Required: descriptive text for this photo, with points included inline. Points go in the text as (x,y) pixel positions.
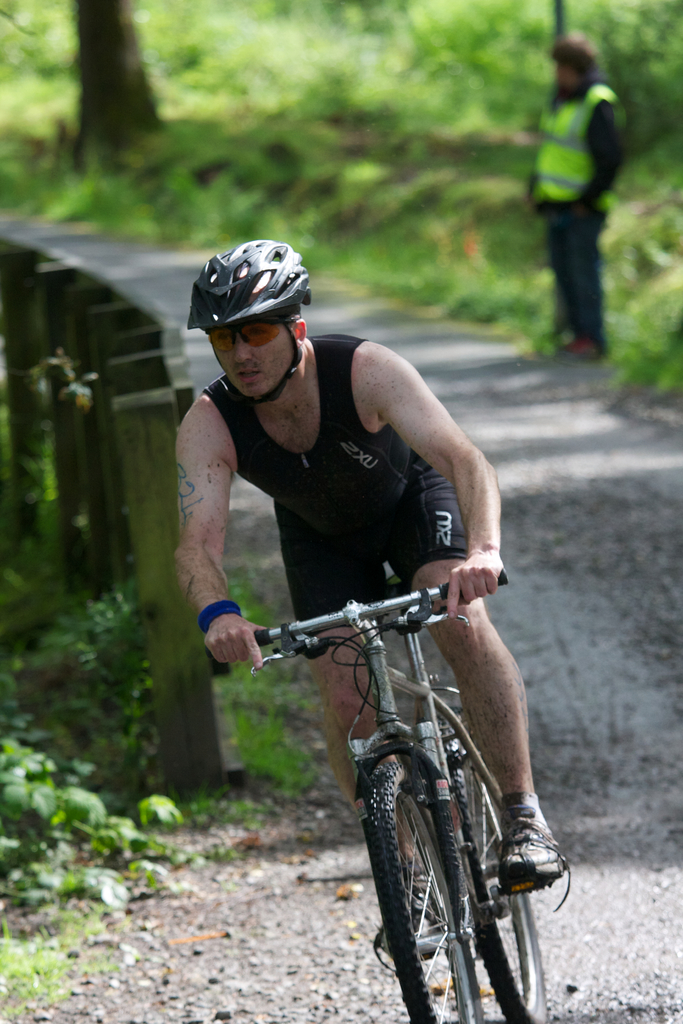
In the middle of the image (353,357) a man (513,670) is riding bicycle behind him there is a fencing (13,334) and trees (375,15).
